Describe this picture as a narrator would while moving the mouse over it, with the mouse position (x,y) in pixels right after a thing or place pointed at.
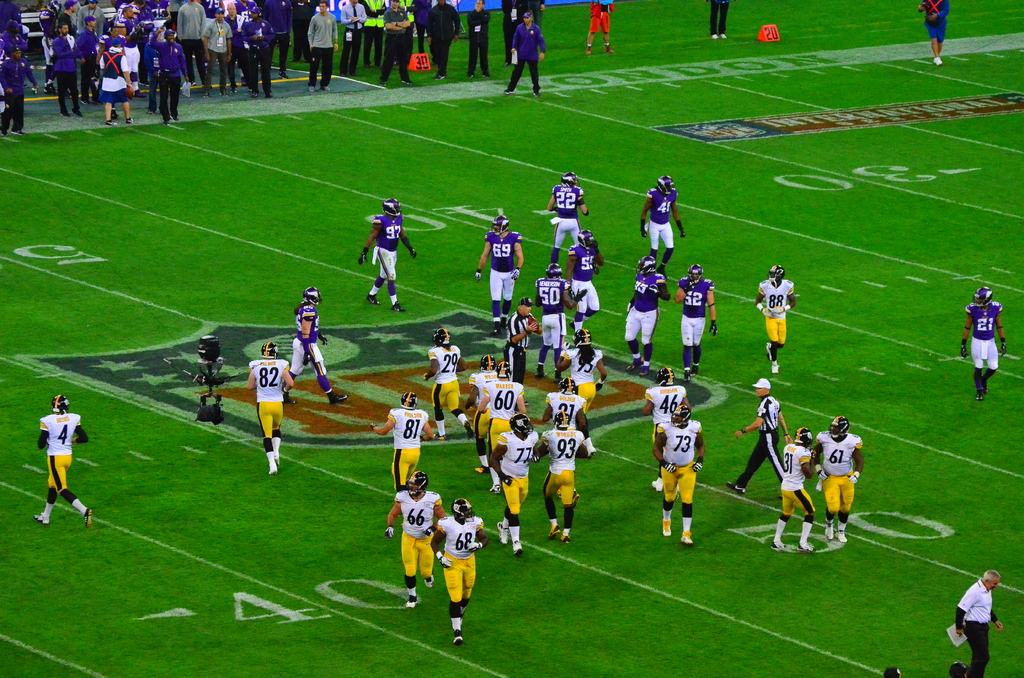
In the foreground of this image (117,372), there are people (668,370) walking and running on the grass (436,641). We can also see a camera (215,337) on the left (221,363). At the top (196,18), there are few people (374,33) walking and standing.
